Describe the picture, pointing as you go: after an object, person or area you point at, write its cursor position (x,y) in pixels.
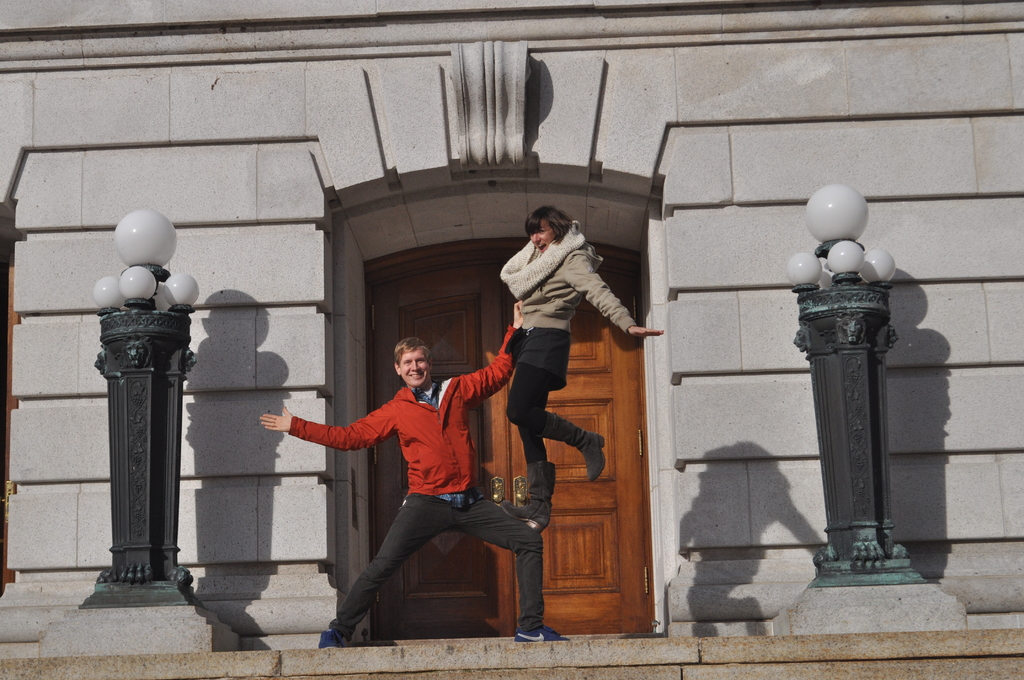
In this image I can see two persons (397,408) are standing in the centre (385,432) and I can also see smile on their faces (543,233). I can see both of them are wearing jackets (489,376), black pants (538,413) and shoes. In the background (648,576) I can see few brown colour doors (483,314) and on the both side of it I can see few poles (143,303), few lights (185,300) and few shadows (224,454) on the wall (295,308).
